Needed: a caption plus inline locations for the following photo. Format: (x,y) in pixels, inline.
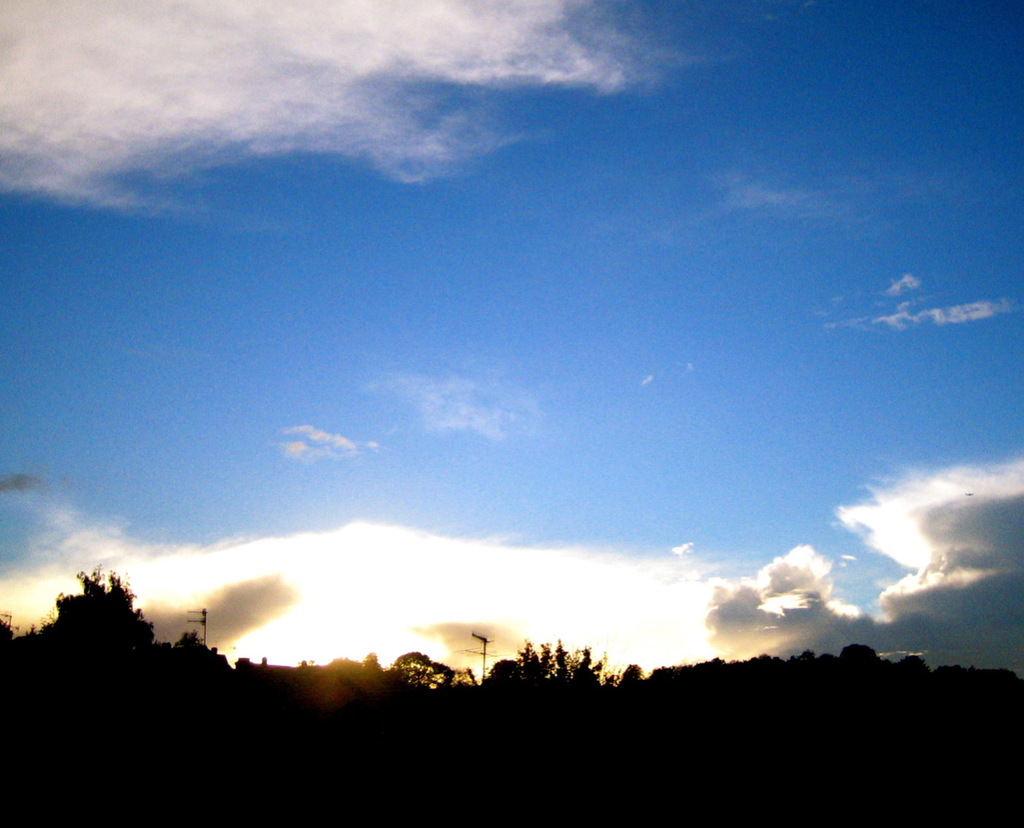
In this image there are some trees (437,728) in bottom of this image (510,728) and there are two current poles (203,615) in middle of this image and there is a cloudy blue sky (496,333) at top of this image (514,225).
